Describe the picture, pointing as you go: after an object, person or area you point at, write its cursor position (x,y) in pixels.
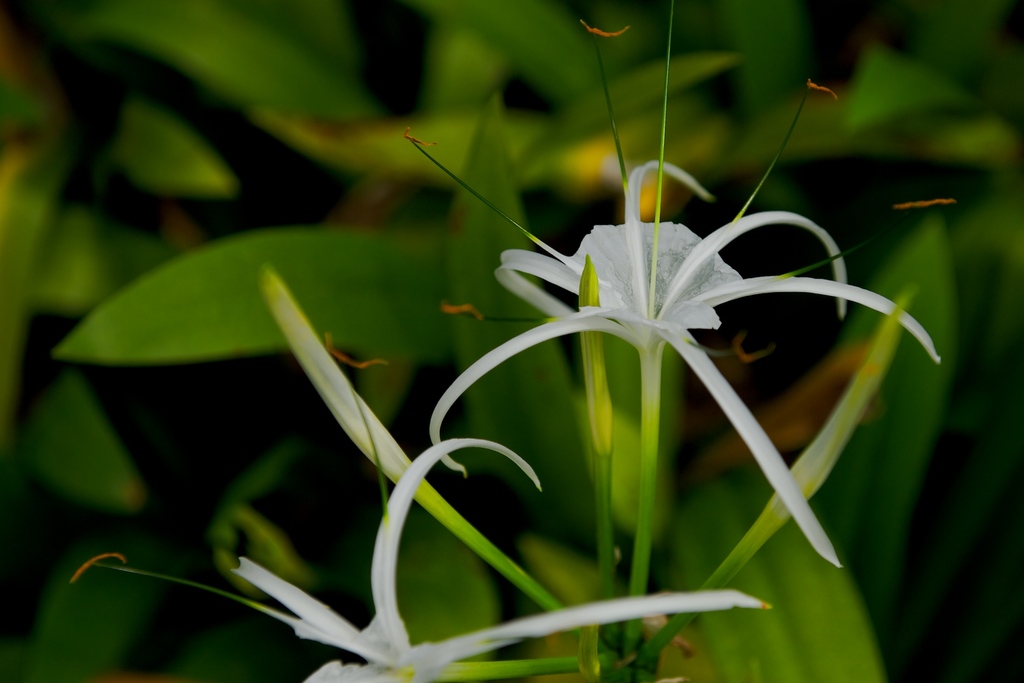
In this image I can see the flowers (640,224) to the plant (320,280). The flowers (519,352) are in white color and the plant (107,466) is in green.
